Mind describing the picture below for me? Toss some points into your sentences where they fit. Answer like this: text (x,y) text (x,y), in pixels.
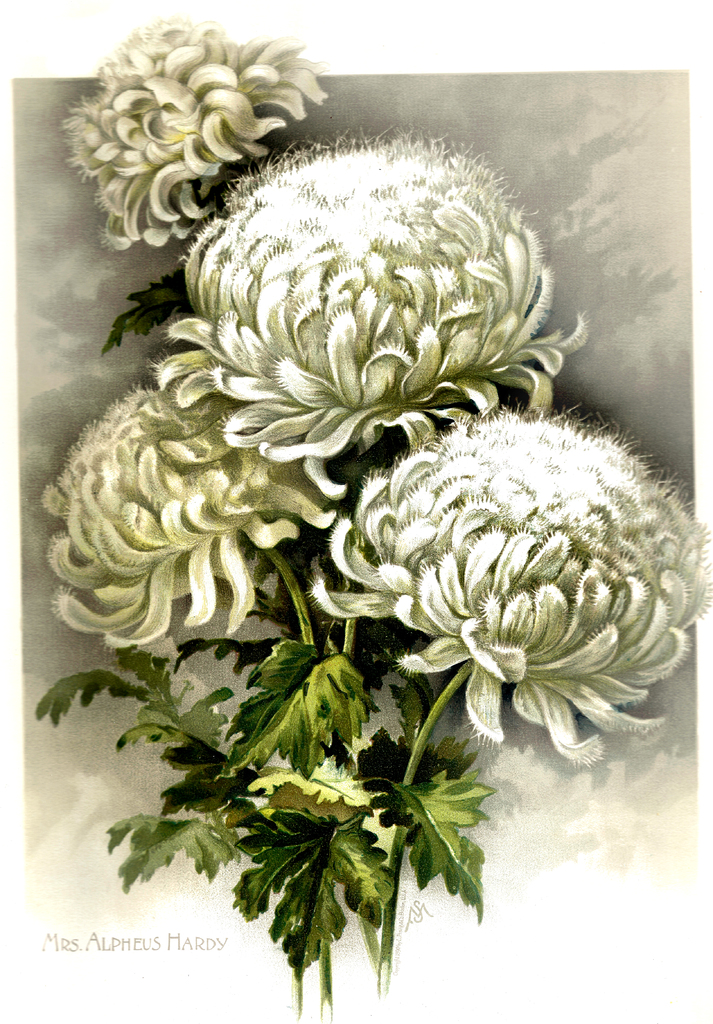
This looks like a painting. I can see a bunch of flowers (522,544) with the leaves (282,816). These are the letters (94,937) in the image. The background (60,344) looks grayish in color.
